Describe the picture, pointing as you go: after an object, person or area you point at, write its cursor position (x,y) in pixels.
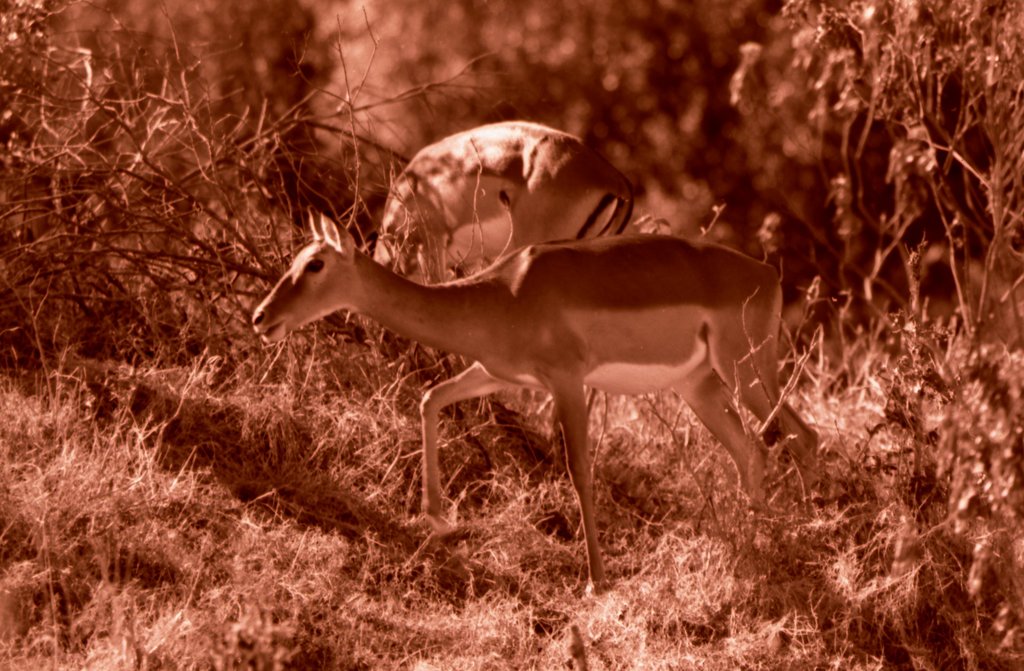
In this picture we can see deer (436,431) on the ground (506,519) and in the background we can see trees (78,289).
